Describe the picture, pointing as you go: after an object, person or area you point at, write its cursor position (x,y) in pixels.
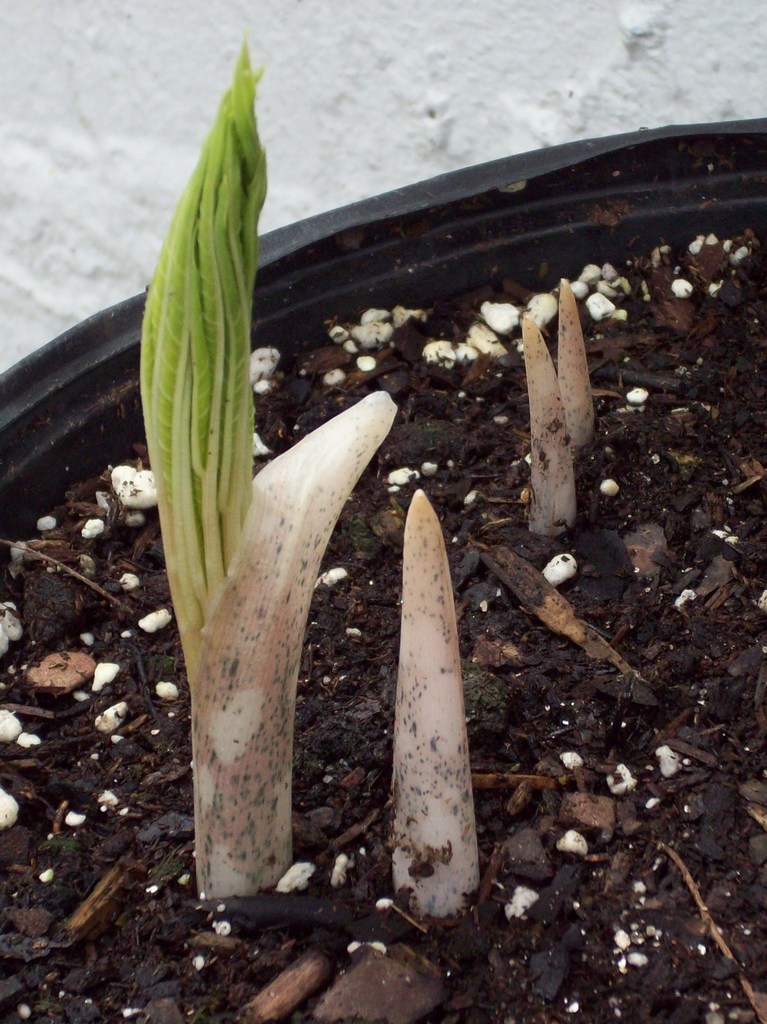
In this picture we can see a houseplant (548,378) and in the background (533,292) we can see the ground (546,116).
